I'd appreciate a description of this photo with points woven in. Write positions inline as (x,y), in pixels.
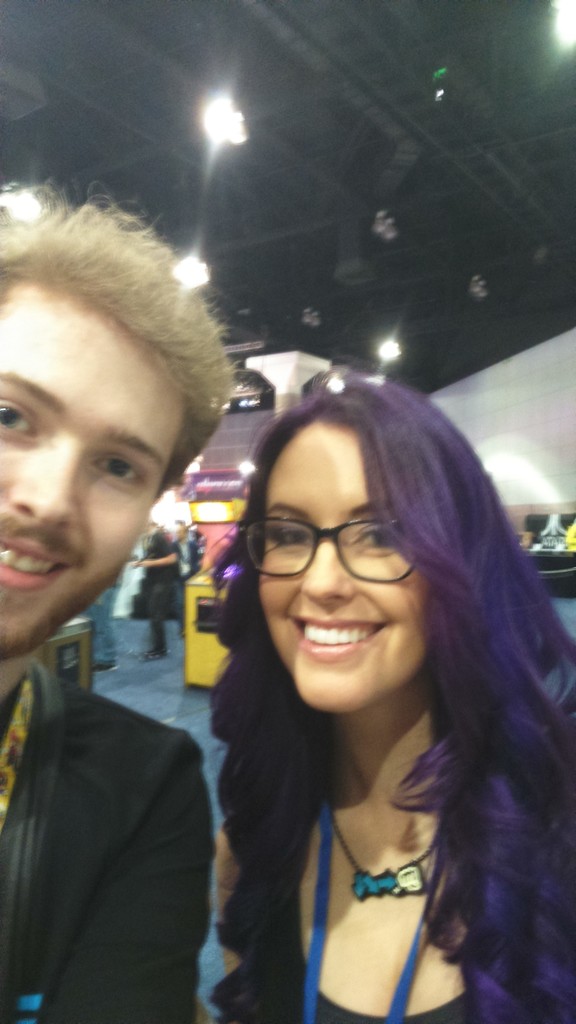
In this picture I can see there is a man (138,761) and a woman (323,783) standing and they are smiling. There are lights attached to the ceiling (321,200).
